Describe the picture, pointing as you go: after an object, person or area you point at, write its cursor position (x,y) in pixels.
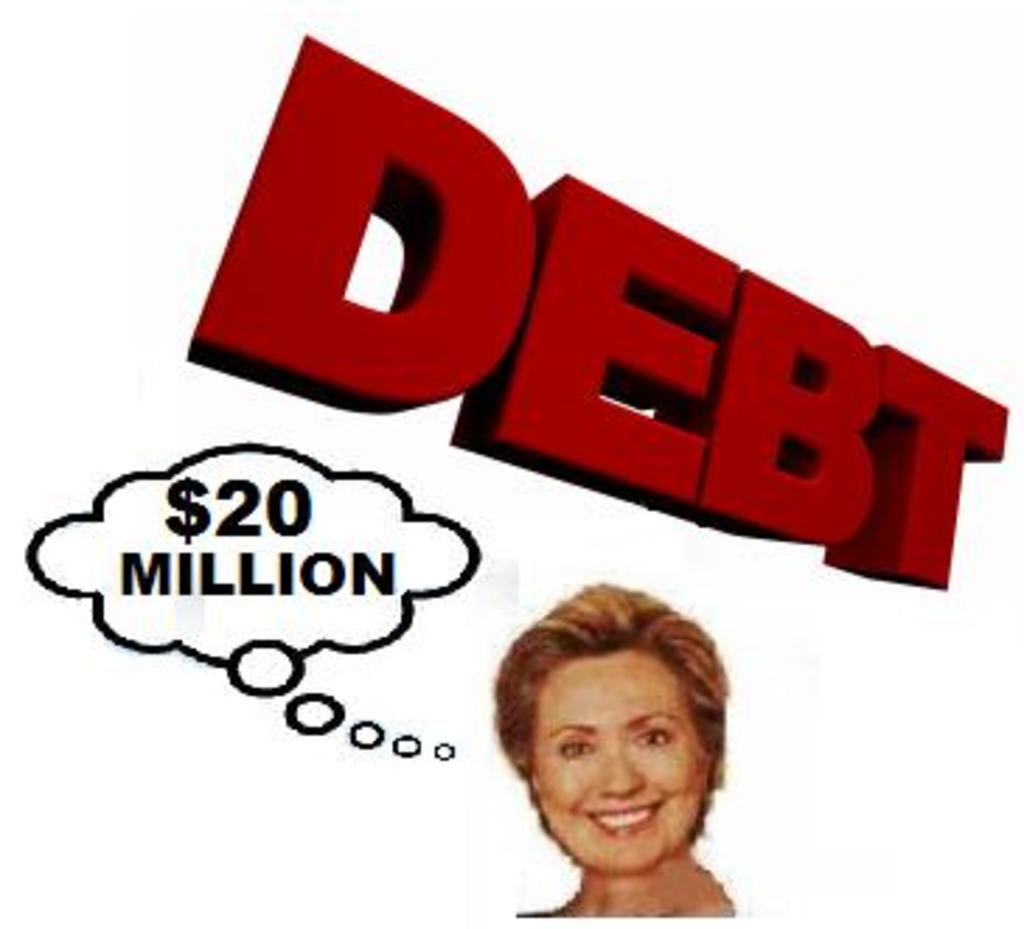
This is a poster at the bottom (603,767) there is one person (595,810), and in the center (661,464) there is some text (739,440).
